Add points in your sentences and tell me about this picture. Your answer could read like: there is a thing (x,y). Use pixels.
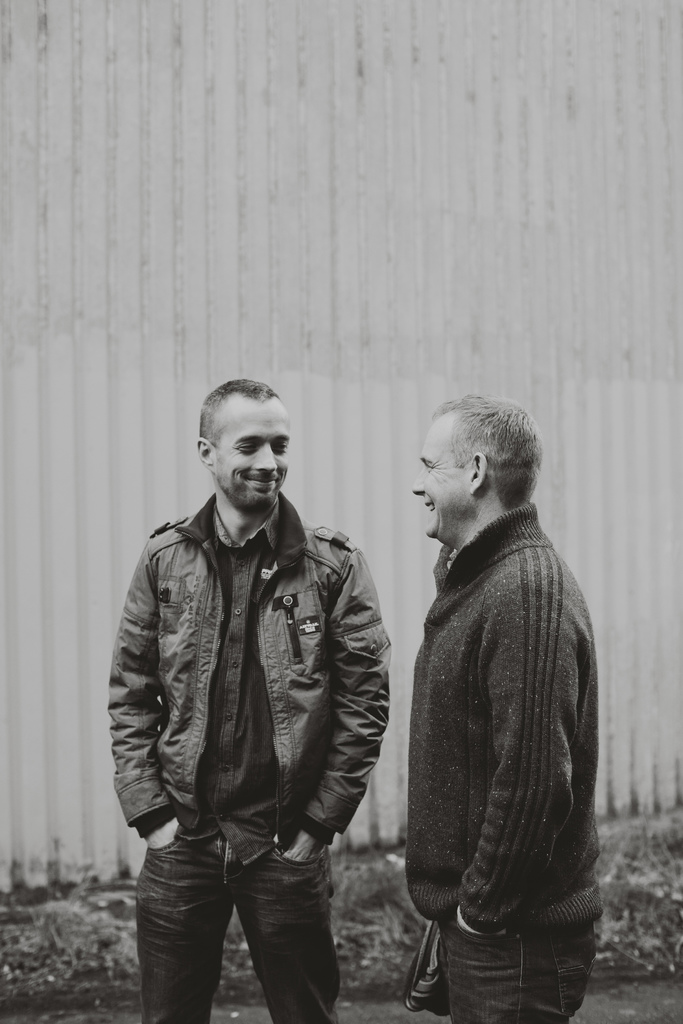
This is a black and white picture. Here we can see two men (490,933) and they are smiling. In the background (616,515) there is a wall (559,159).
